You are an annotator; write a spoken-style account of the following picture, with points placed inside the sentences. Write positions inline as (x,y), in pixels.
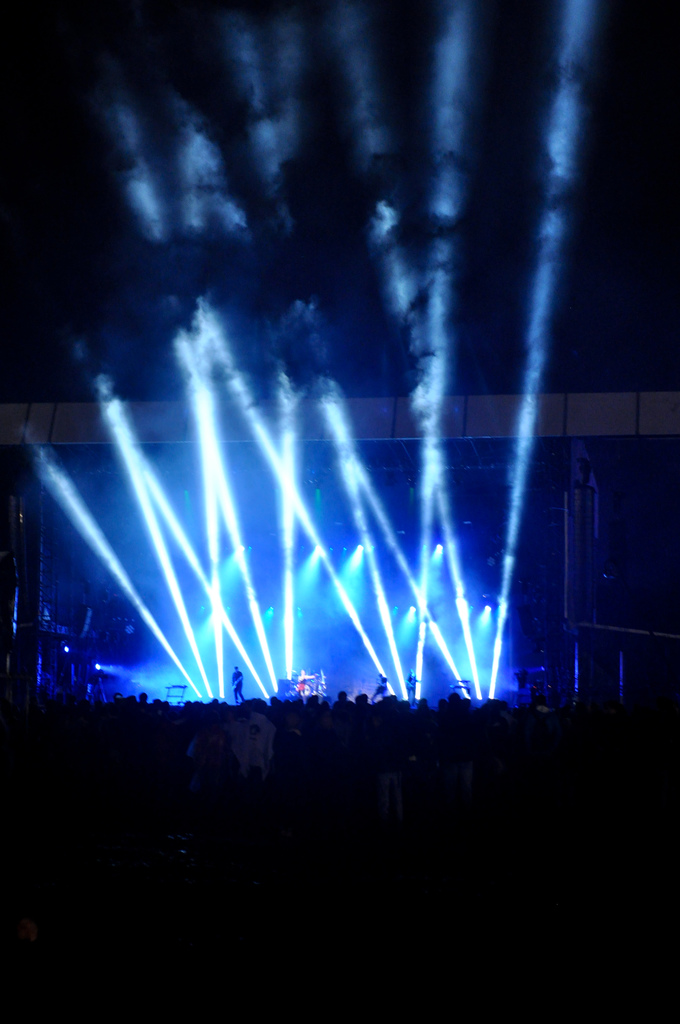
In this image I can see number of persons (350,770) are standing on the ground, the stage (336,660), few persons (235,690) standing on the stage (254,684), few musical instruments (310,685) and few lights (220,687) on the stage (388,659). In the background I can see the dark sky (291,185).
